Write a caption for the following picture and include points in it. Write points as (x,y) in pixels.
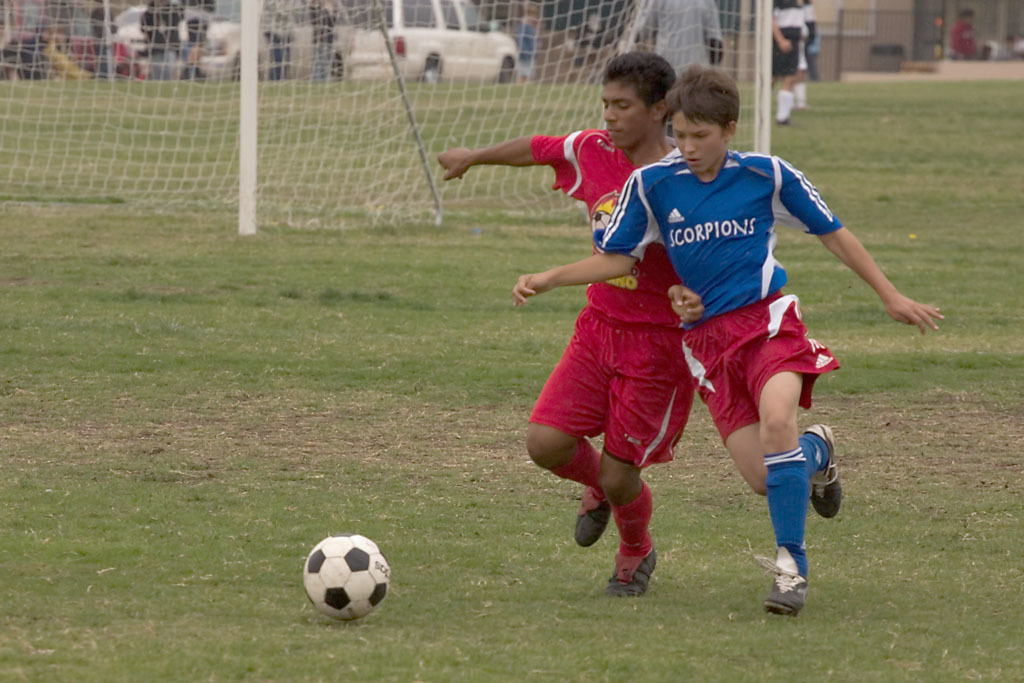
In the image we can see two boys (675,384) running, they are wearing clothes (687,406), socks (797,501) and shoes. There is a ball (327,576), white and black in color. We can see there are even people (777,37) wearing clothes (802,42) and there is even a vehicle (431,58). We can see net court (286,126) and the grass (188,449).
